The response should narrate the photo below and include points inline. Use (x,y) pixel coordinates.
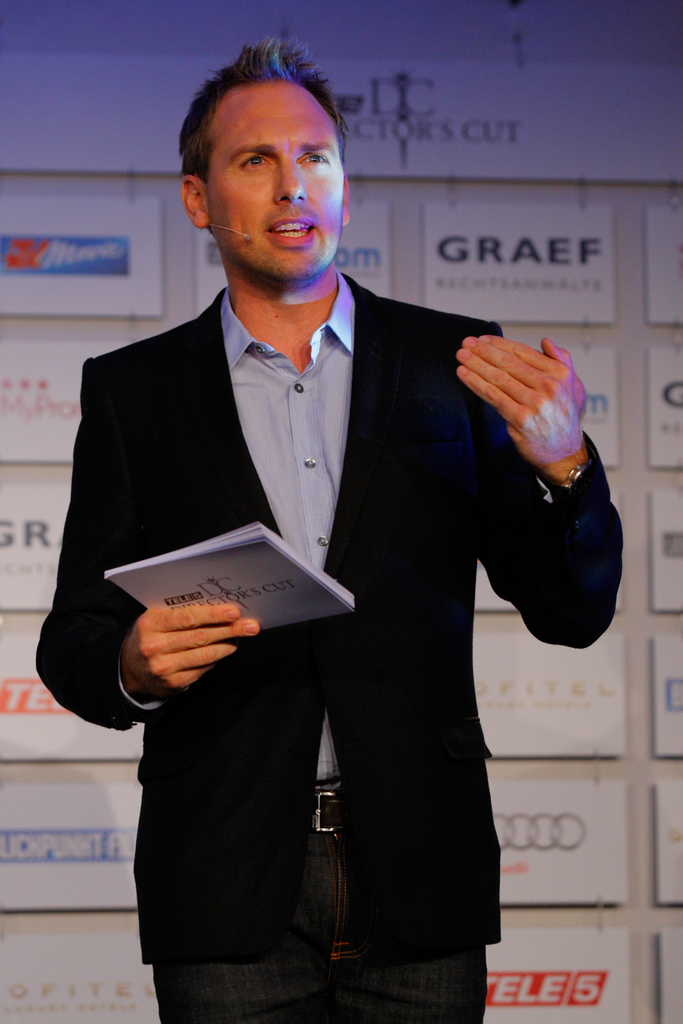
In this picture, we see a man (487,512) in the blue shirt (295,441) and a black blazer (472,524) is standing. He is holding the white cards (244,599) or books (303,603) in his hand (194,652). I think he is talking something. In the background (117,278), we see a white wall (133,323) on which white color boards (559,859) are placed. We see some text (91,835) written on each board (498,825).
